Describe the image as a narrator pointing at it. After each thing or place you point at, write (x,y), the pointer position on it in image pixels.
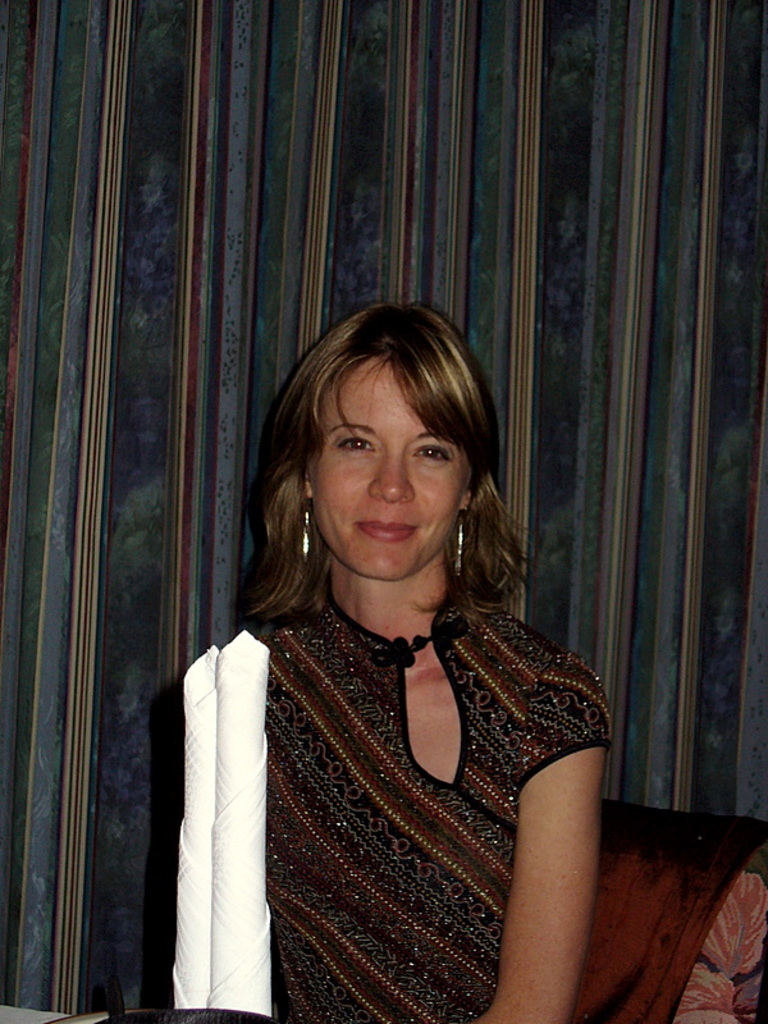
In this picture there is a woman (367,586) who is wearing earrings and black dress (314,813). She is smiling and sitting on the couch (656,891). In the back (189,263) I can see the cloth (640,258).
